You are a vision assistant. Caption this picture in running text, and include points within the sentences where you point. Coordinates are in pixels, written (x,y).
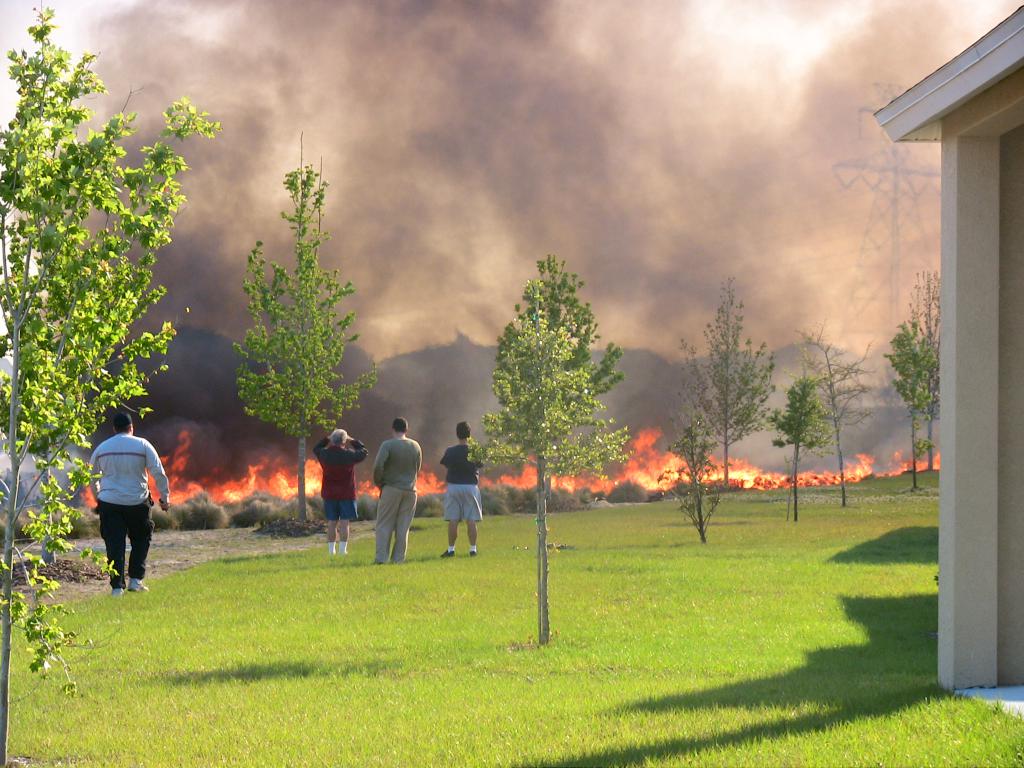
This is an outside view. At the bottom (314,685), I can see the grass (455,657). On the right side (980,284) there is a shed (968,336). On the left side (138,485) four persons (124,513) are standing on the ground (308,542) facing towards the back side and there are some trees (364,377). In the background (480,330), I can see the fire (569,479) and fume (684,357).
